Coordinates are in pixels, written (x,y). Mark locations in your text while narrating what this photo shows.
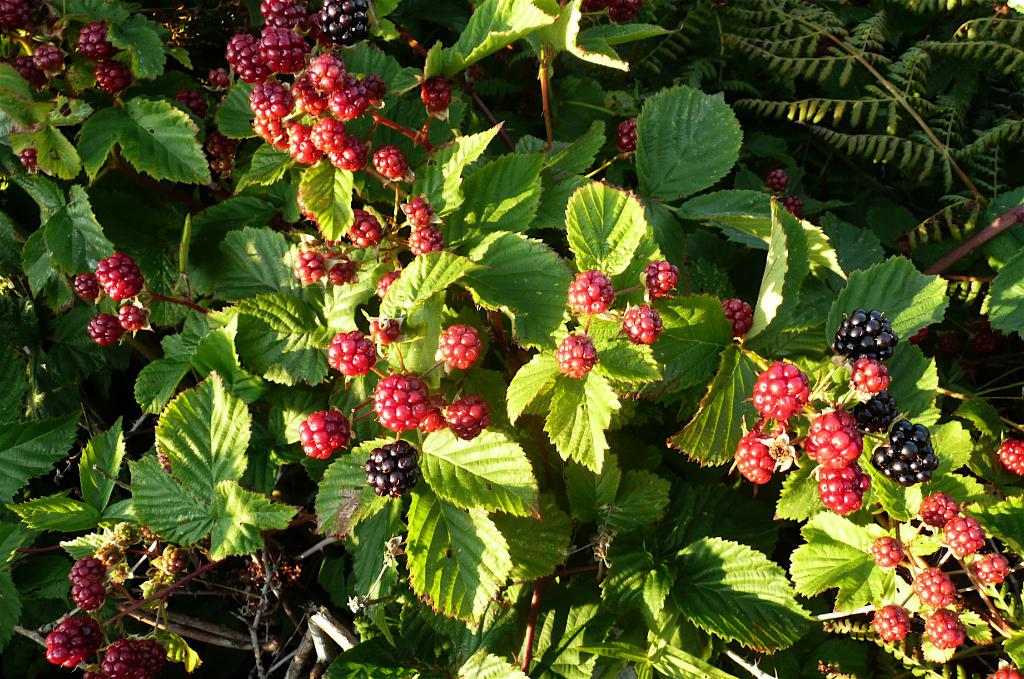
In this picture we can see some fruits (604,295) on a plant (345,458).
